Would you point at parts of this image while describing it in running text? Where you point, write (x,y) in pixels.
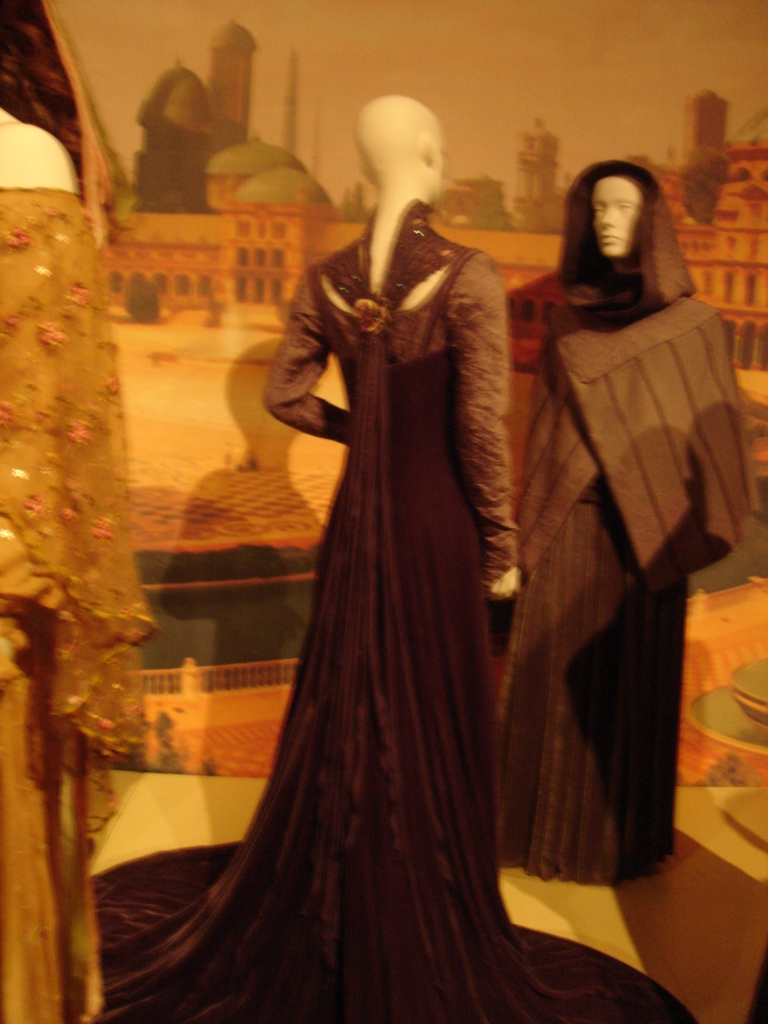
In the center of this picture (487,401) we can see the mannequins (397,308) wearing dresses (450,308) and standing. In the background (347,28) we can see an object (254,1) on which we can see the pictures (252,311) of sky (353,29), buildings (232,287), towers (246,46) and the pictures (157,314) of plant (143,313) and some other objects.
